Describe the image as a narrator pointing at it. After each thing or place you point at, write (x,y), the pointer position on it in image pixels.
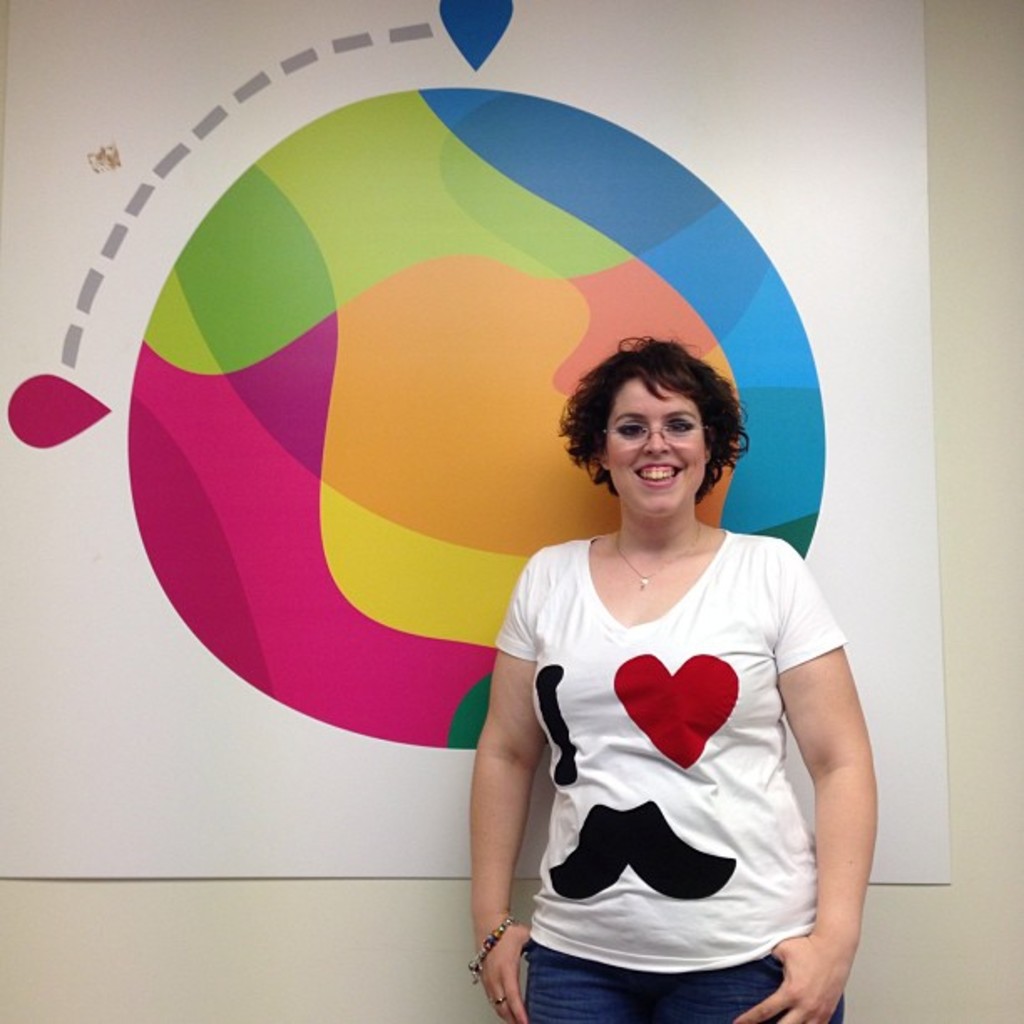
This picture seems to be clicked inside. In the center (612,430) there is a woman (627,611) wearing white color t-shirt (682,691), smiling and standing. In the background (674,18) there is a banner (884,589) hanging on the wall (968,72) and we can see the picture (311,299) of some object (418,361) on the banner (339,575).
